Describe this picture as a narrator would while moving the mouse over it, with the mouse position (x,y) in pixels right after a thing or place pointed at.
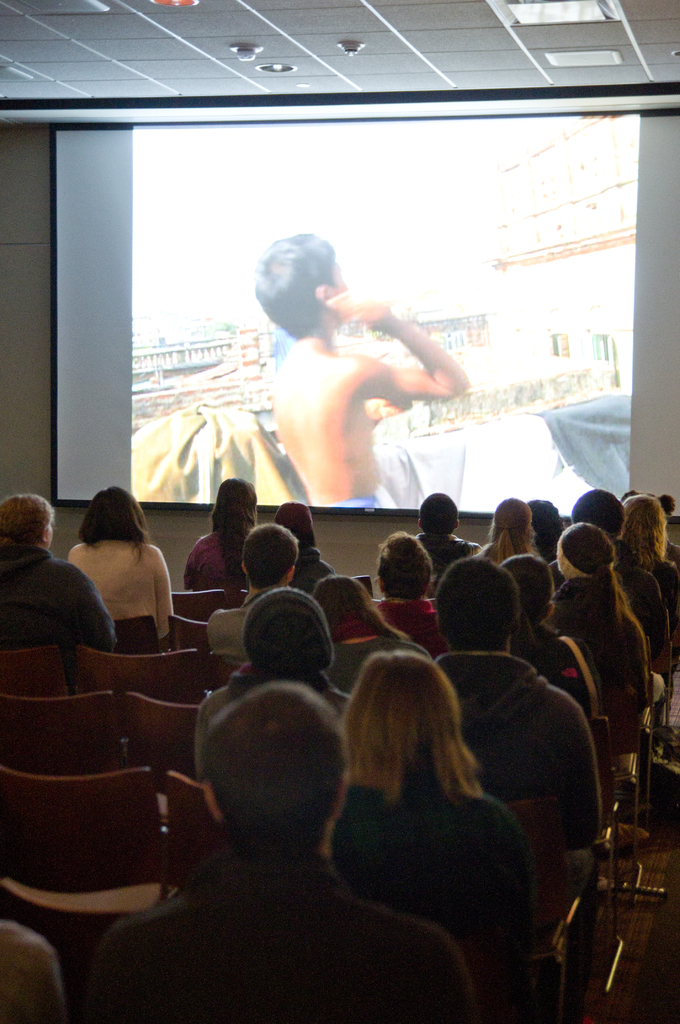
In this image people (406,602) are sitting on chairs (93,780) some chairs (109,680) are empty, in the background (75,148) there is a screen (646,469) on that screen (134,176) there is a man (321,500), at the top (502,68) there is ceiling (541,49) and lights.
